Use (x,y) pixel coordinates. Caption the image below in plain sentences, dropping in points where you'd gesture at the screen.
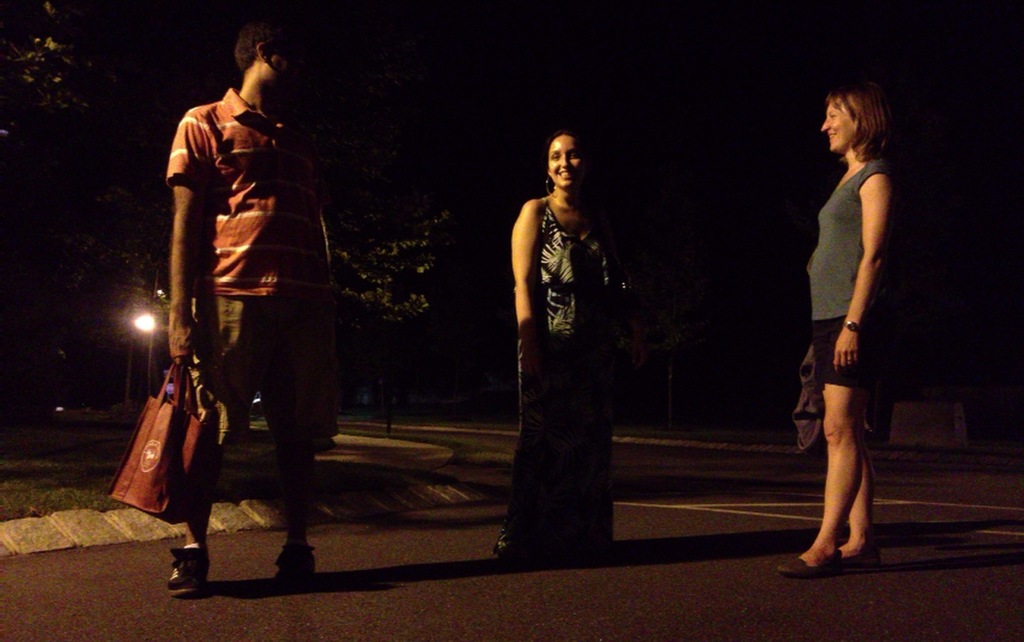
In the image there is a man (280,137) and two women (570,284) standing on the road (819,500) at night time, in the back (378,225) there are trees (358,370) and a street light (148,332).
